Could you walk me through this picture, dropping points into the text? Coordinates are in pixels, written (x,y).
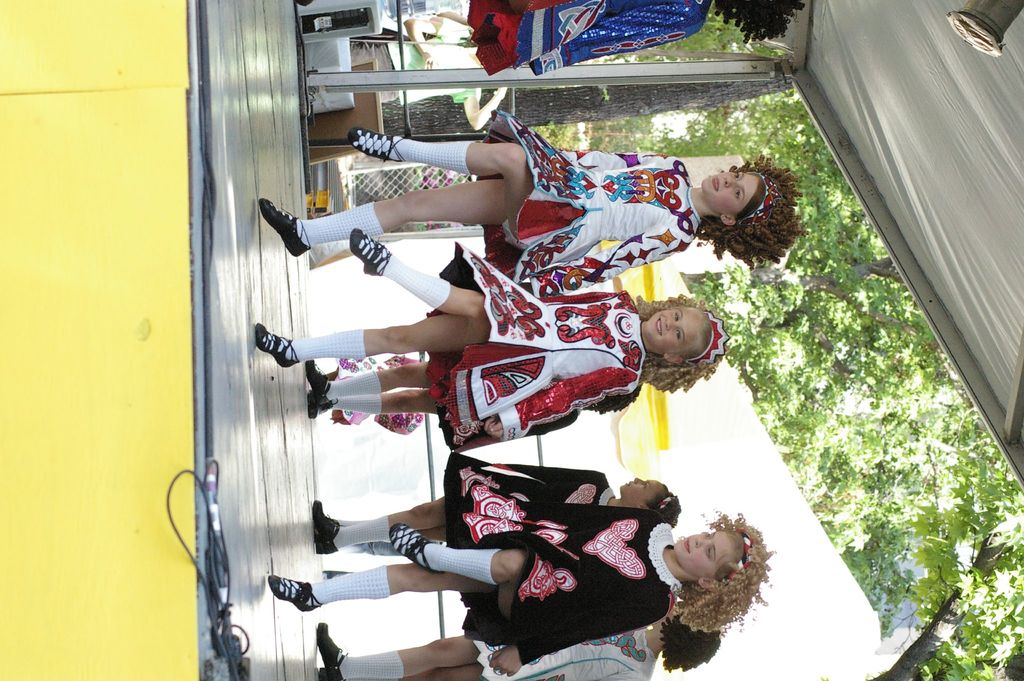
In this picture I can see a group of children (682,318) are dancing on the stage (265,167), on the right side (844,431) there are trees (833,438).
